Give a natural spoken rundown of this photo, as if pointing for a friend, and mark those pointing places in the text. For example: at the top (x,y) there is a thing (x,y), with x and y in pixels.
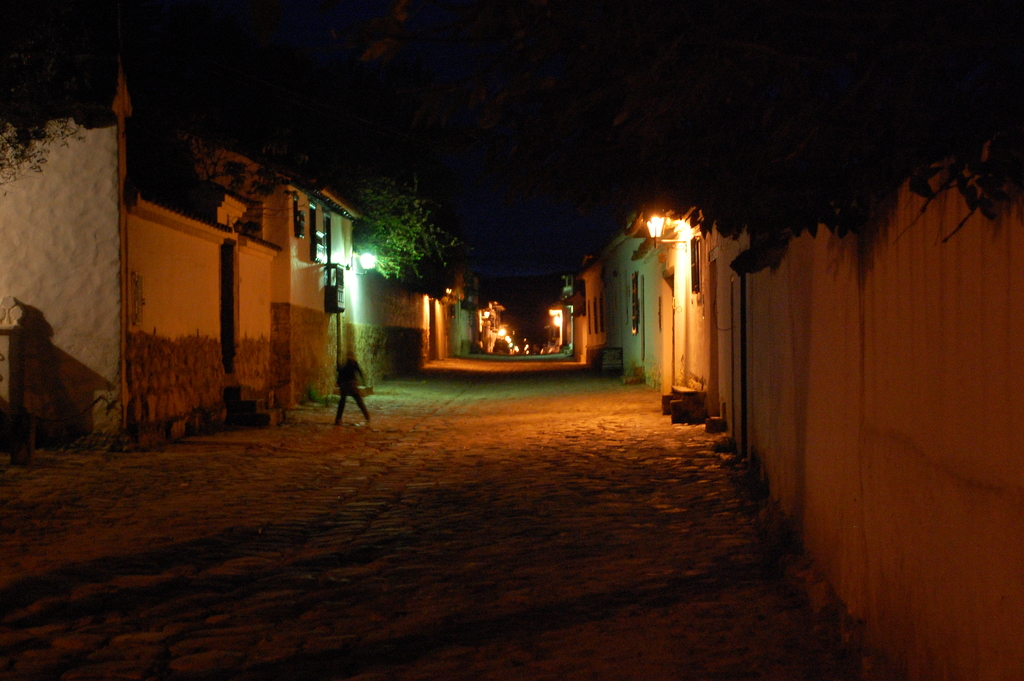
In this image I can see a houses (308,263), windows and lights (369,258). I can see trees (425,110) and a wall (100,274).
